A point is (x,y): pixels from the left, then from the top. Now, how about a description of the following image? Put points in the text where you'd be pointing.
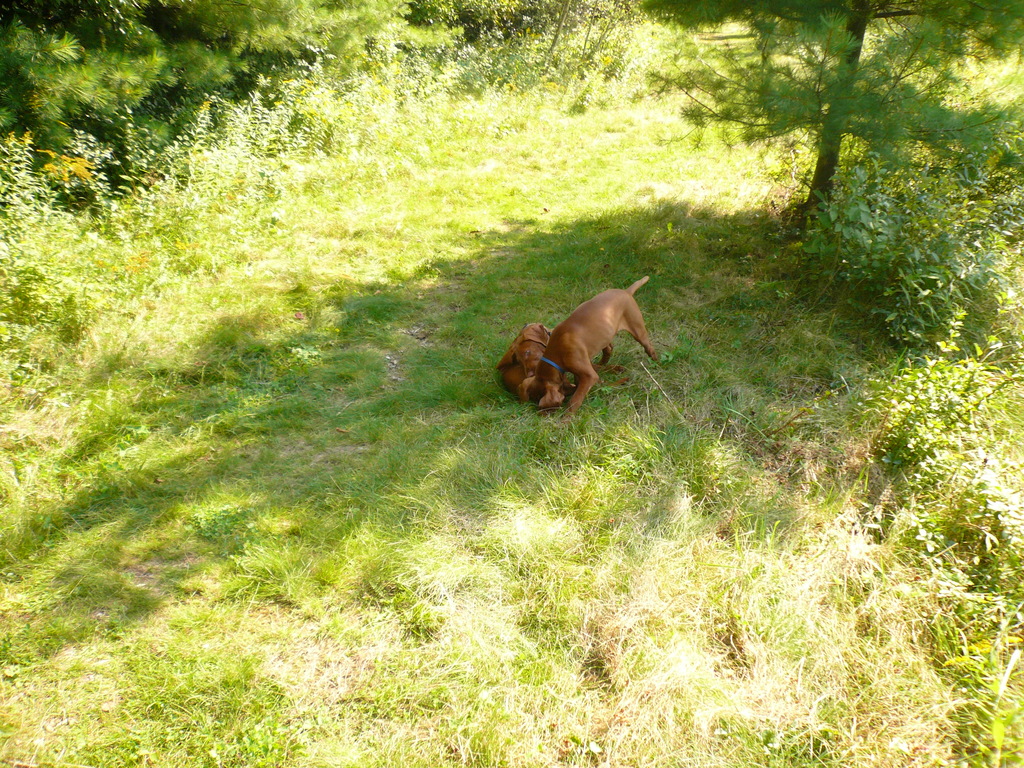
In this picture we can see few dogs (505,373), grass (576,248) and few trees (794,95).
